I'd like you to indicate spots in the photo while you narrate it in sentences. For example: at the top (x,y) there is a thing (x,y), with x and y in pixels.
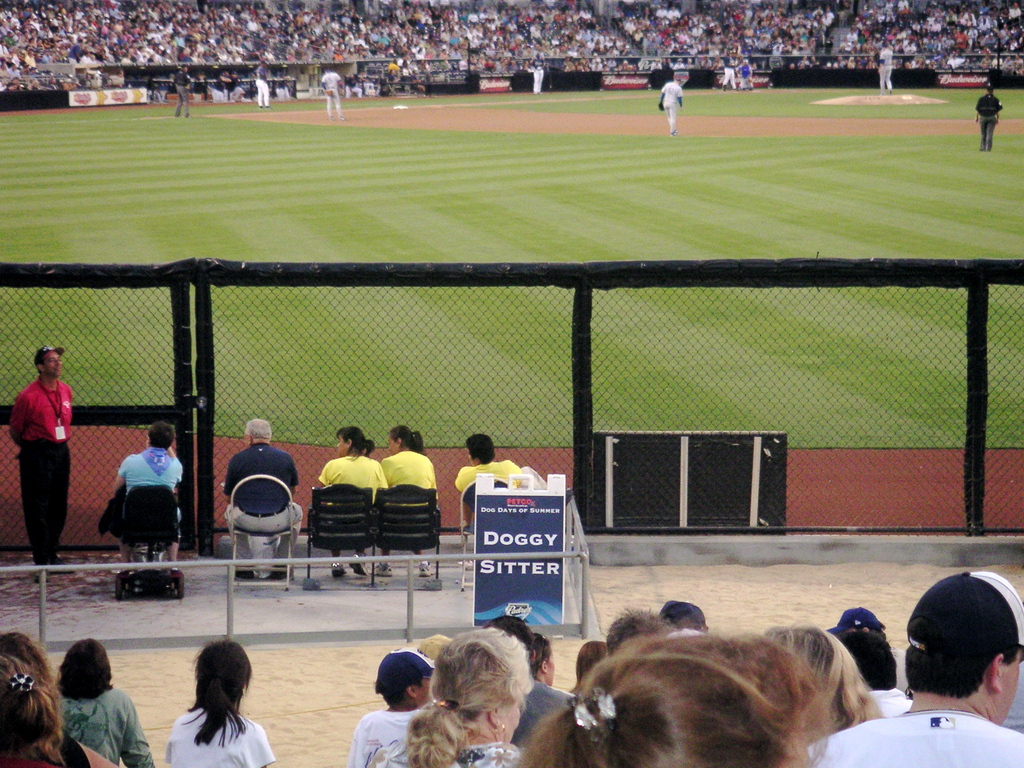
In the foreground of the picture (519,600) there are people (683,668), board (560,564), chairs (401,539), sand (814,583) and fencing (547,342). In the center of the picture (414,258) it is baseball court (703,218), in the ground (558,131) there are players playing the game. In the background (512,28) we can see audience (469,36) and boards (133,99).
